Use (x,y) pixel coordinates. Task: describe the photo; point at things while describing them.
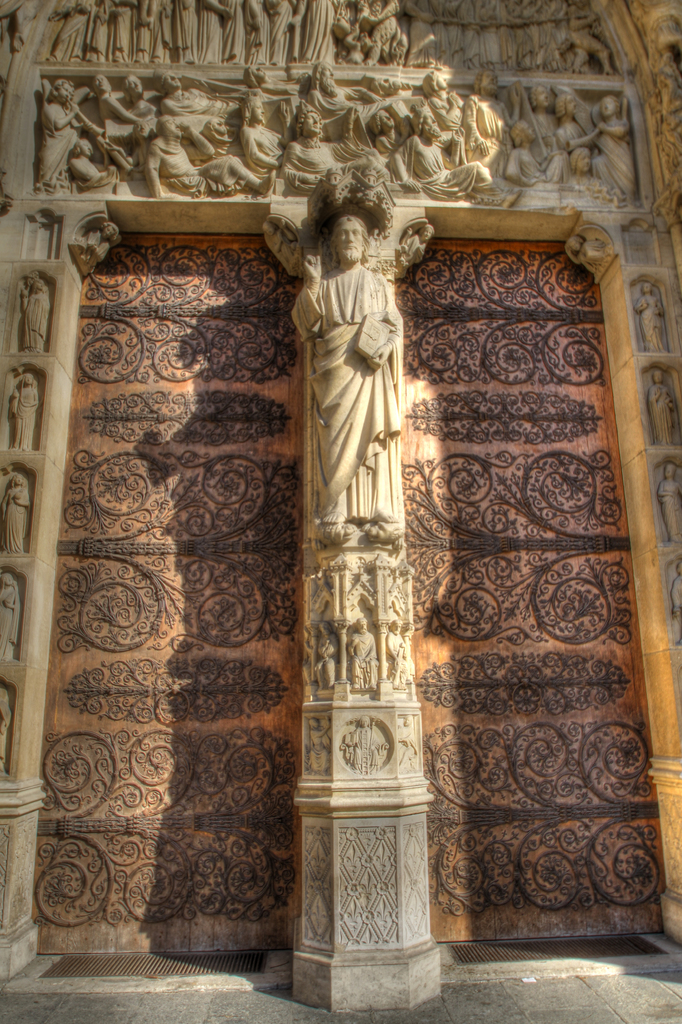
In this image we can see a wall (313,350) and sculptures (320,176) on the wall (351,918).
